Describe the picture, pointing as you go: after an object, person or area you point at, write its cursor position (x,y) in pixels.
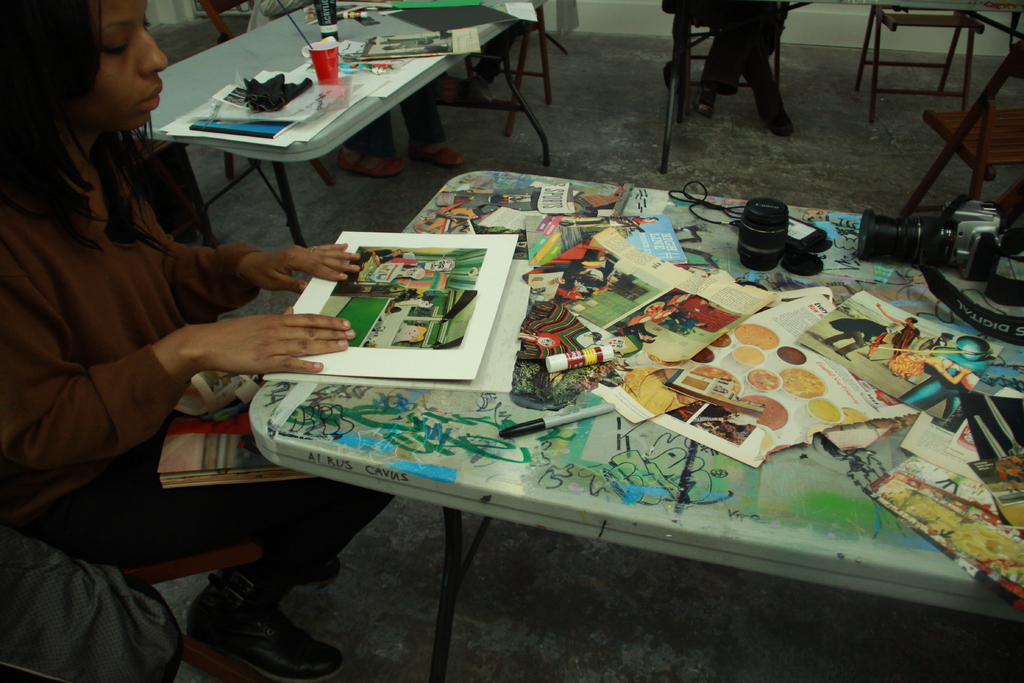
In the middle (628,436) there is a table (608,437) on that table (649,437) there is a pen (562,420), camera (922,240), paper (840,374) and some other items (755,373), In front of the table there is a woman (146,378) she wear brown t shirt (155,327), trouser (285,511) and shoes (279,616), her hair (26,92) is long. In the background (522,52) there is a table (265,71), chair (522,67) some people (710,83) and wall (616,24).
